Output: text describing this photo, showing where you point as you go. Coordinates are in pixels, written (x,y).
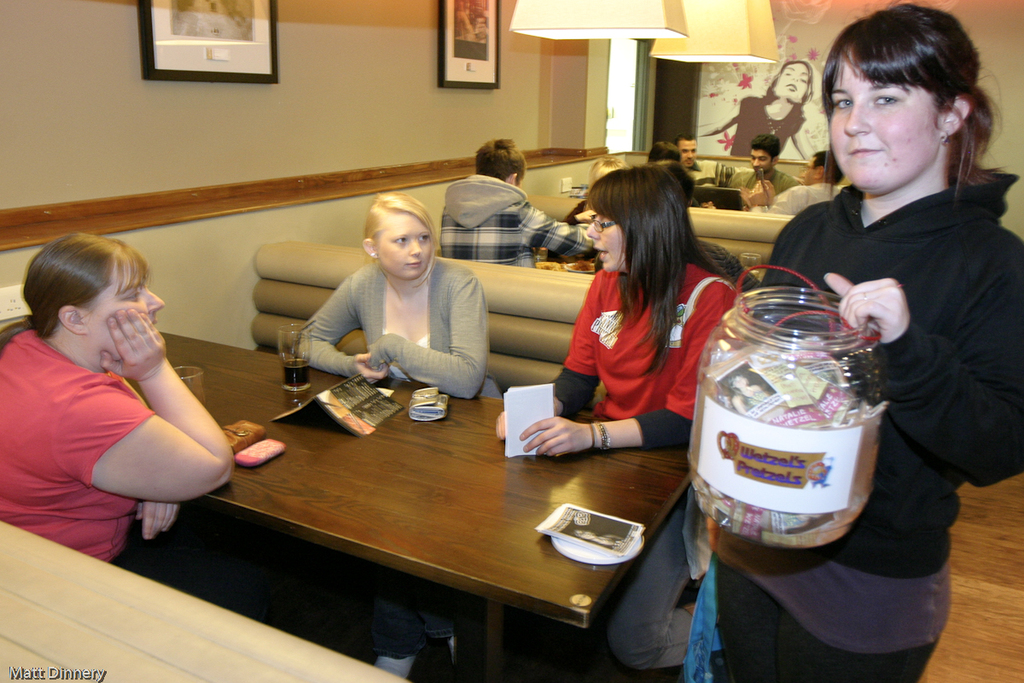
In this image, few peoples (456,223) are sat on the sofa (583,281). We can see so many tables (414,499). Few items (694,190) are placed on it. On right (886,301) a woman (935,305) is holding a container (806,396) that is filled with some papers (773,400). On left side (224,170), we can see a cream color wall (252,136), two photo frames (445,26). Lamps (645,26) on the top of the image (659,31). And the wooden floor (984,612) on the right side (963,614).
